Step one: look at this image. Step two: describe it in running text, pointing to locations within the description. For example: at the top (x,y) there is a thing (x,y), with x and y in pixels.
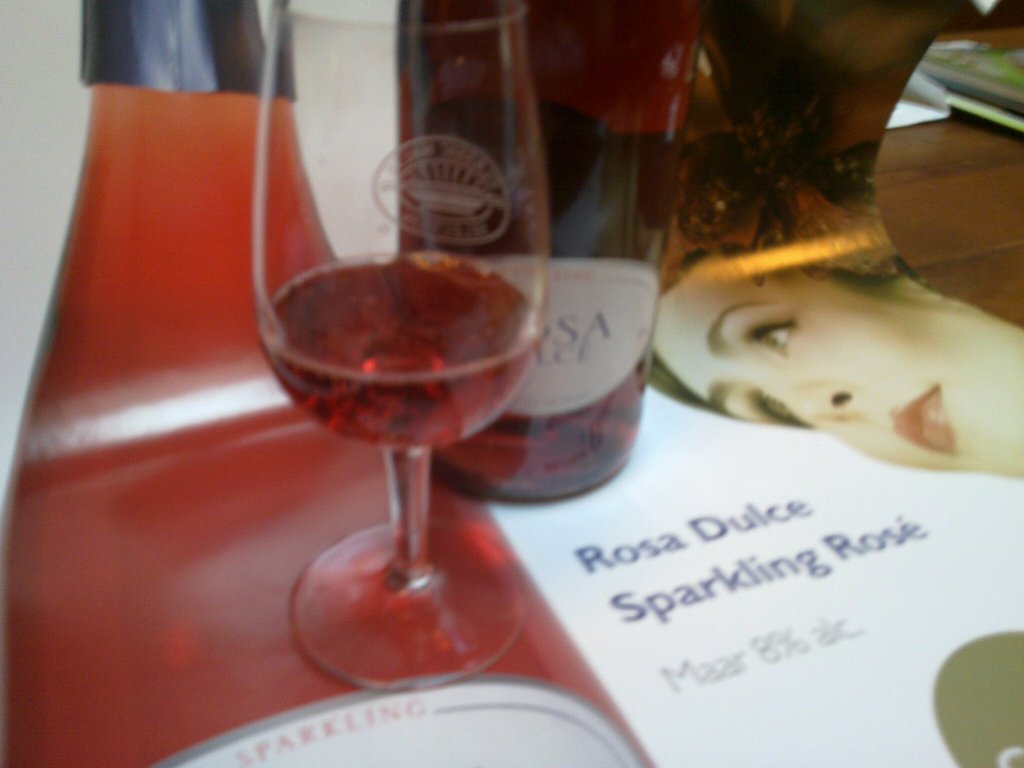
In this image I can see a wine glass (443,584) with a red colored liquid (373,359) in it and a wine bottle (653,330) on a paper (651,552) which is white, red and cream in color. To the top right of the image (987,163) I can see a brown colored surface (953,242) and few objects (931,113) on it.
